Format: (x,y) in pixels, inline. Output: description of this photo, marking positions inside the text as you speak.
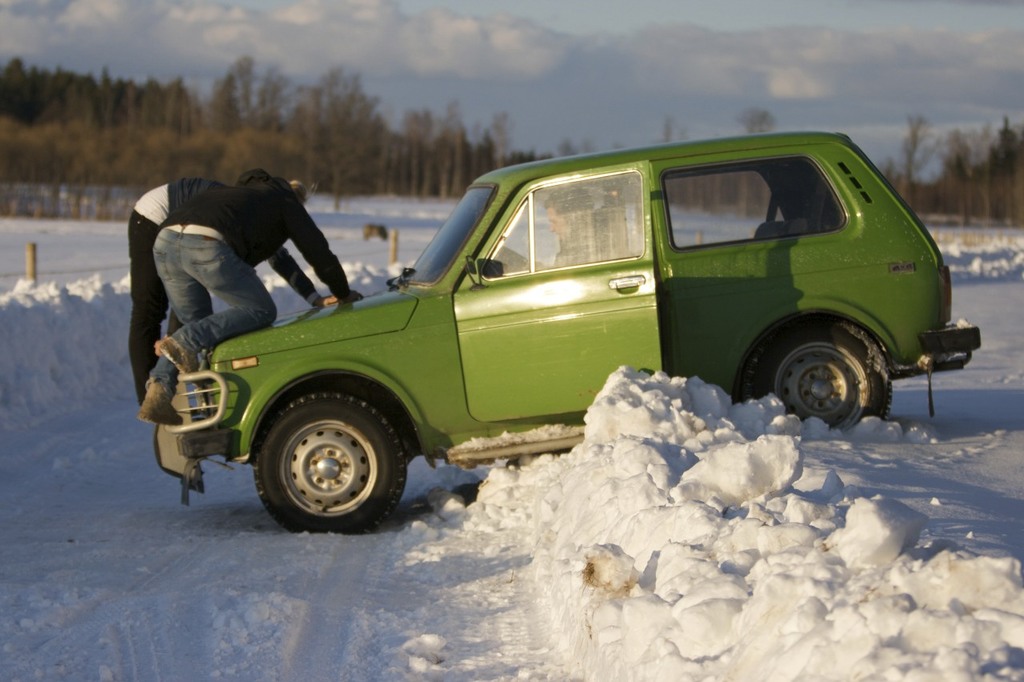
In this image we can see a car (606,252). Inside the car (616,230) there is a person (595,224). On the car (604,207) there are two other persons (154,232). On the ground (171,507) there is snow (456,563). In the background (698,126) there are trees (350,97) and there is sky (532,35) with clouds (620,53).
